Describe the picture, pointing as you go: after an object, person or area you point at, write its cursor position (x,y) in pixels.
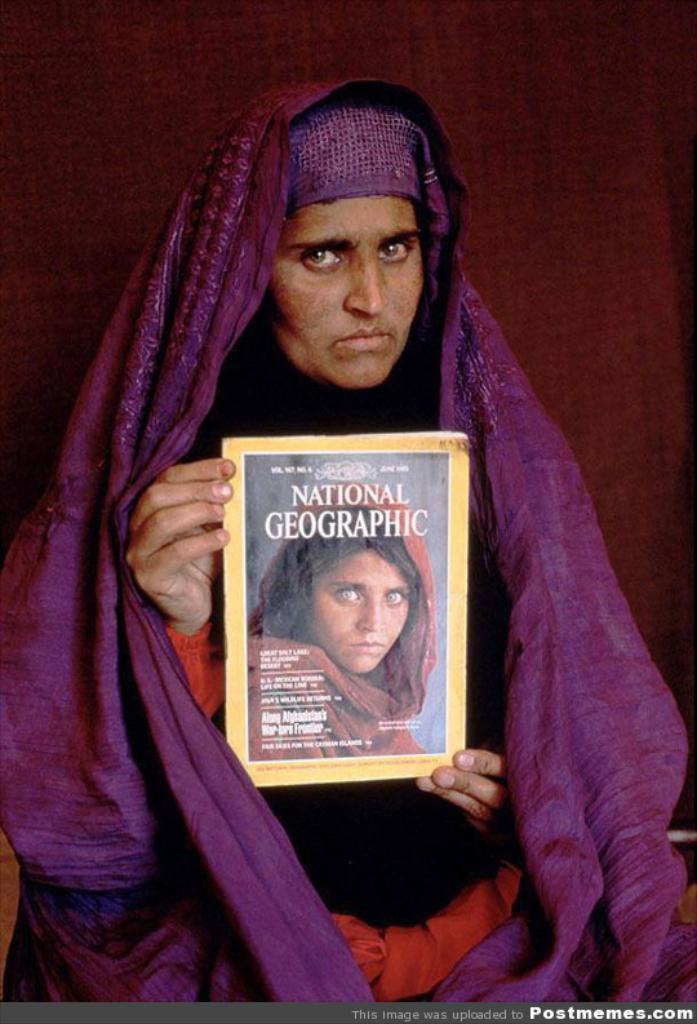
The woman (264,317) in black and red dress (340,857) is holding a book (246,642) in her hands (179,597). She is wearing a purple color cloth (158,301) around her. In the background (552,138), it is brown in color.
